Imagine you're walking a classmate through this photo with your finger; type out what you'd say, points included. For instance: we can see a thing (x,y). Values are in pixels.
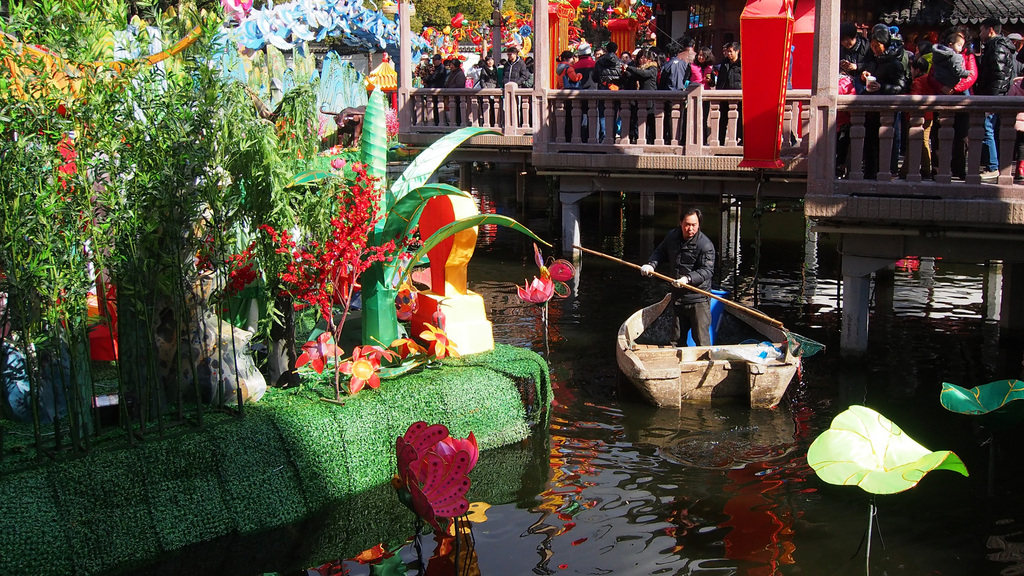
In this image there is a person (688,306) standing on the boat (675,388) by holding the paddle (807,340), which is on the water (746,278), there are some decorative items (383,305) like plants (268,323), flowers (402,454), trees (12,256) on the water (602,481), group of people (957,68) standing on the bridge (579,114), and in the background (710,42) there are trees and some other items (797,12).
